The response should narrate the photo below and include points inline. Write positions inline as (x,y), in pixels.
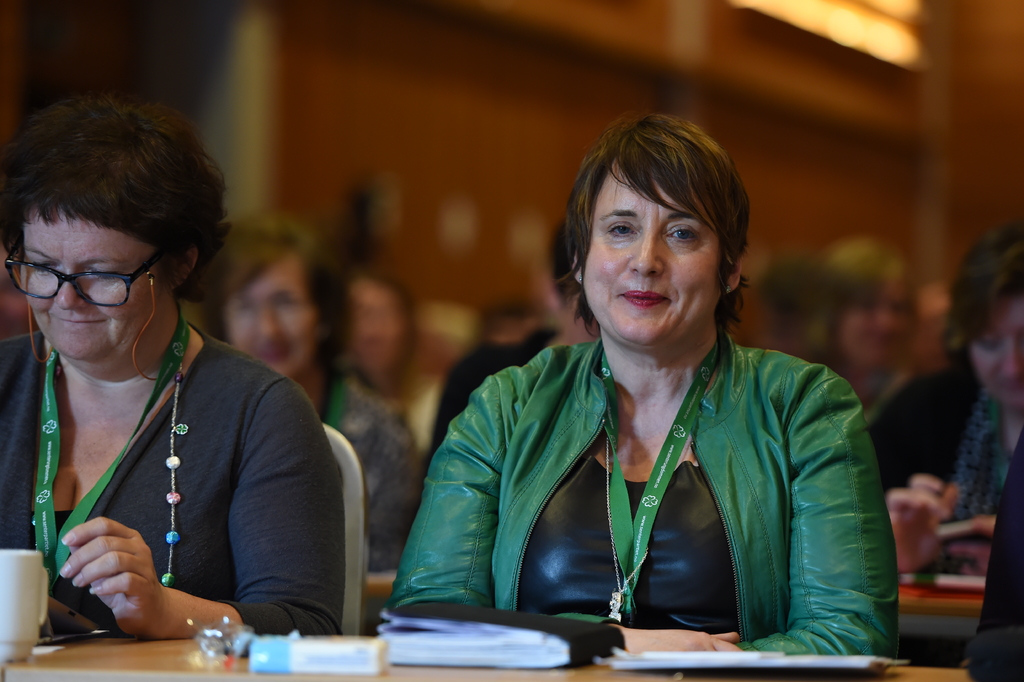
In the center of the image (496,412) we can see persons (478,472) sitting at the table (84,649). On the table (96,642) we can see cup (27,597), books (431,635) and pad (677,656). In the background (654,90) we can see persons (986,298) and wall (545,69).
